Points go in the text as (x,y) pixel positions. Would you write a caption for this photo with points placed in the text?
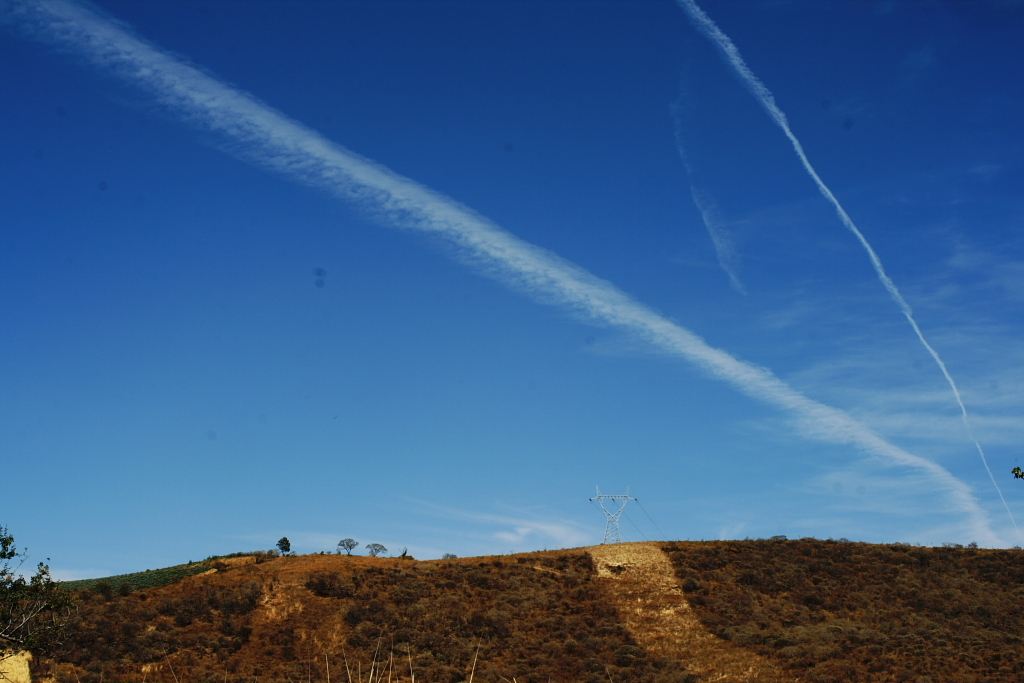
In this picture I can see few trees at the bottom (559,594), in the middle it looks like an electric tower (617,515), at the top (698,153) there is the sky (422,469).
